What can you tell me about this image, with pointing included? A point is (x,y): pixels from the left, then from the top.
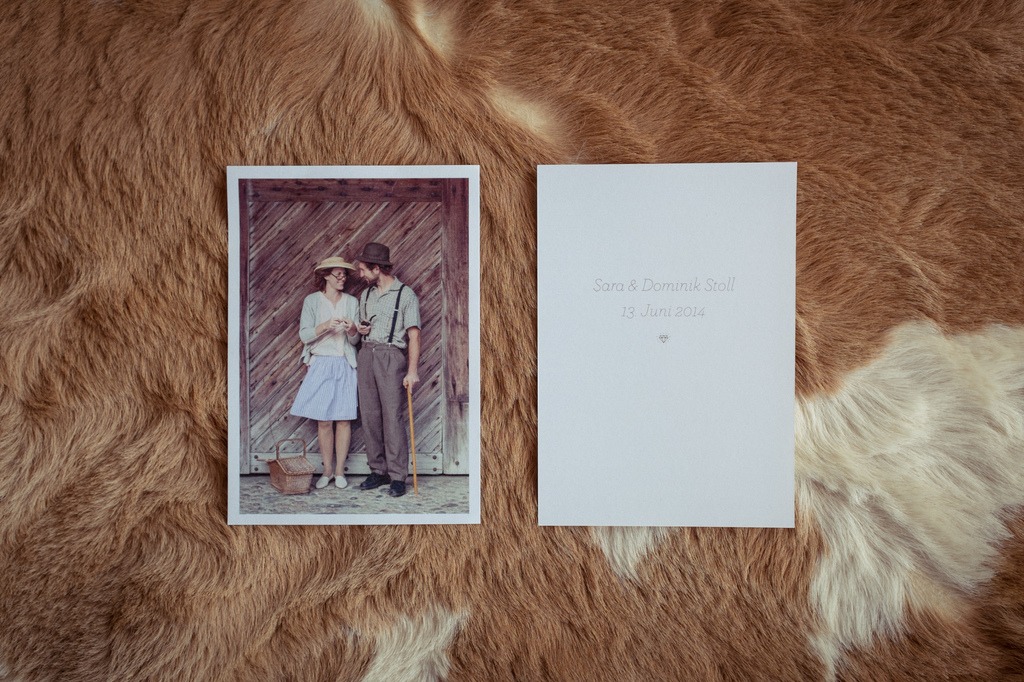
In this image I can see a surface (790,68) which is brown and cream in color and on the surface (786,93) I can see two papers (389,304) one of which is white in color and the other is a photograph (370,328) of a woman (338,348) and a man (363,305) wearing hats (373,256) are standing and I can see a wooden basket (299,471) beside the woman (308,383).
